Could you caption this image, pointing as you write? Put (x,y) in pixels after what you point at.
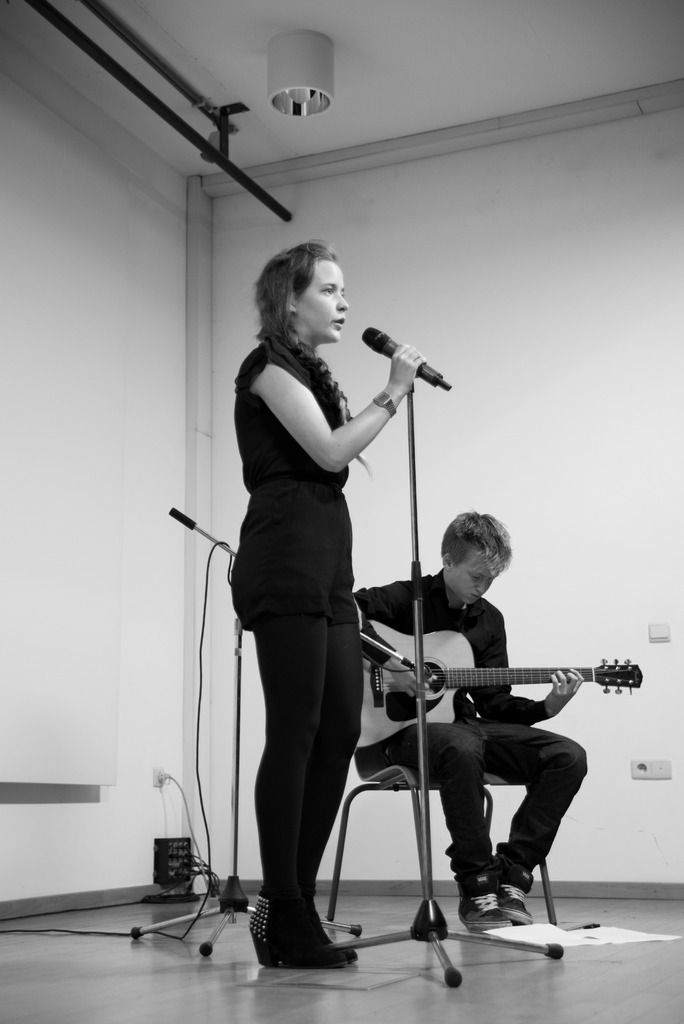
In this image, women (318,430) is holding a microphone (384,351), she is singing and right side (487,737), a man (493,731) is playing a guitar (451,674) in-front of microphone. He sat on the chair (394,773). At the bottom (451,934), we can see stands (215,935), paper (577,931), boxes (181,861), wires (187,814) and switch board (160,775). And background (499,337), there is a wall (352,330), and screen (35,476) on the left side (32,572). At the top of the image (306,94), there is a rod (161,111) and light (270,97).
